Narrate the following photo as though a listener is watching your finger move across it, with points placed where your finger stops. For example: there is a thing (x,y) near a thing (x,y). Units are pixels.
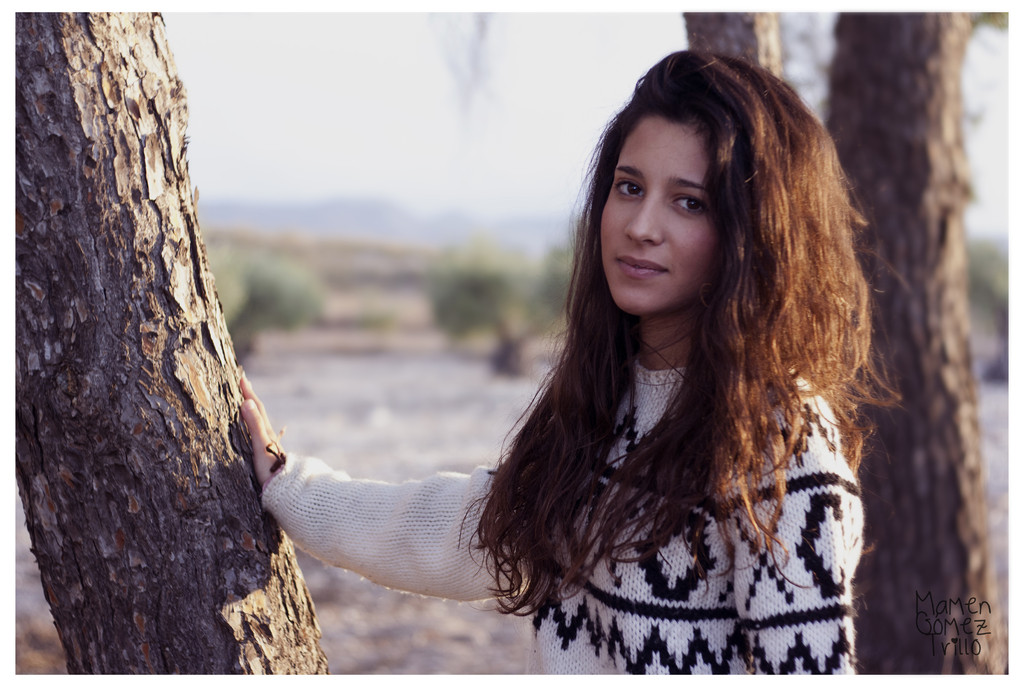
In this image we can see a woman (691,634). She is wearing a sweater (398,529). We can see a bark (163,463) of a tree (183,564) on the left side of the image (144,558). In the background (456,270), we can see trees (456,270), land (407,285) and the sky (550,46).
